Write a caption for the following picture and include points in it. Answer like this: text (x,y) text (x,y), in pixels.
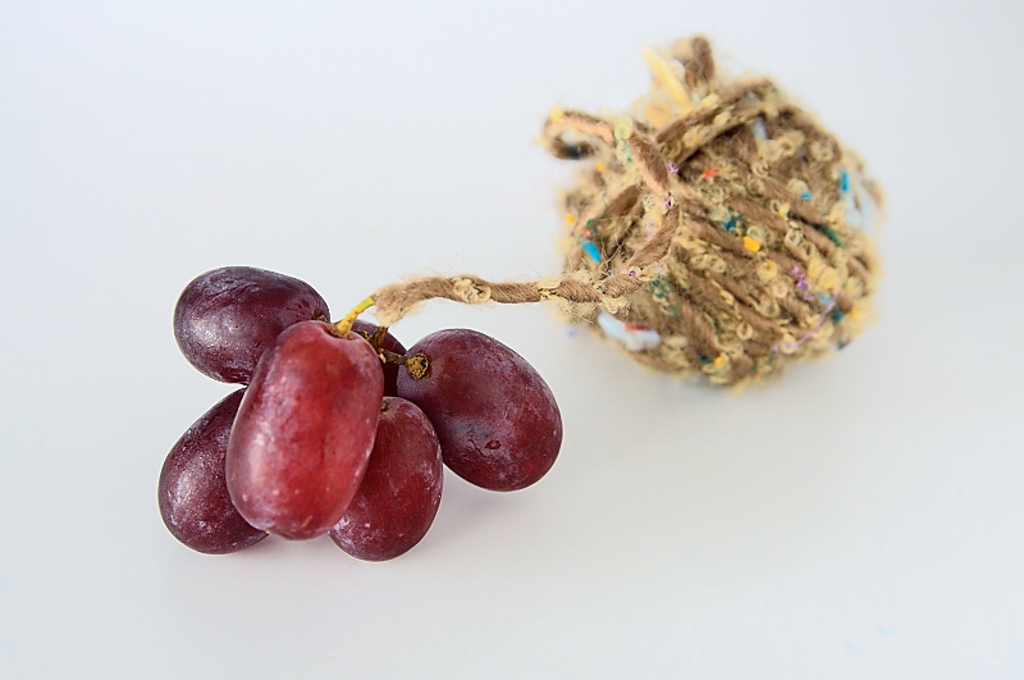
In this image, I can see a small bunch of grapes (390,371), which are tied to the rope (501,296). The background (381,146) is white in color.
